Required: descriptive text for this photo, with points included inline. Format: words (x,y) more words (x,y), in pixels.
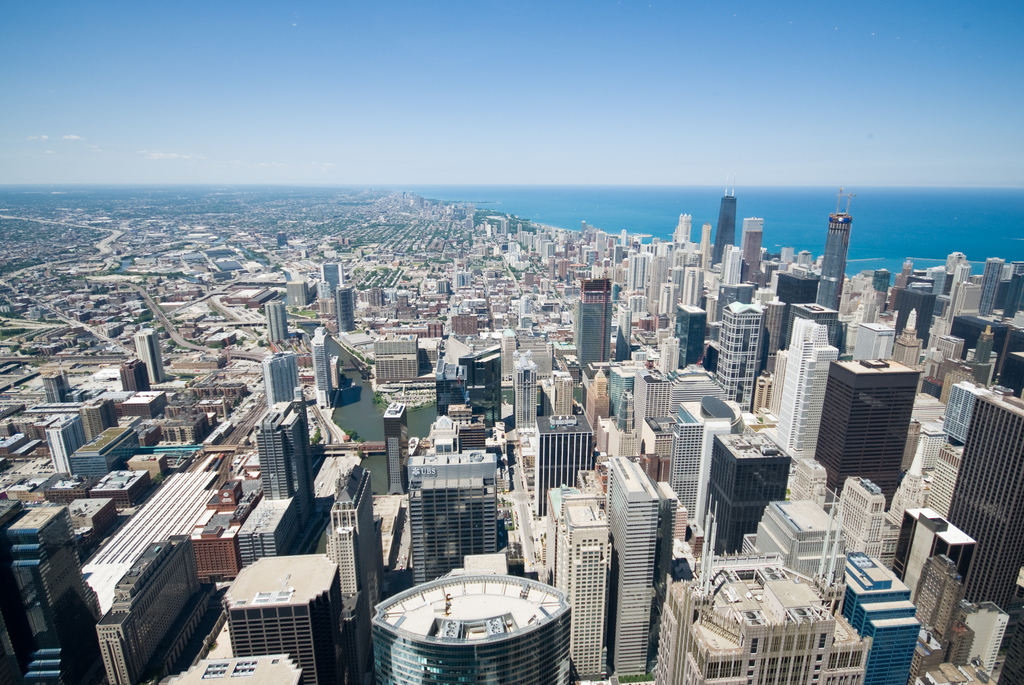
This is an aerial view in this image there are buildings (86,462), towers (604,326), sea (905,250) and the sky (704,34).
